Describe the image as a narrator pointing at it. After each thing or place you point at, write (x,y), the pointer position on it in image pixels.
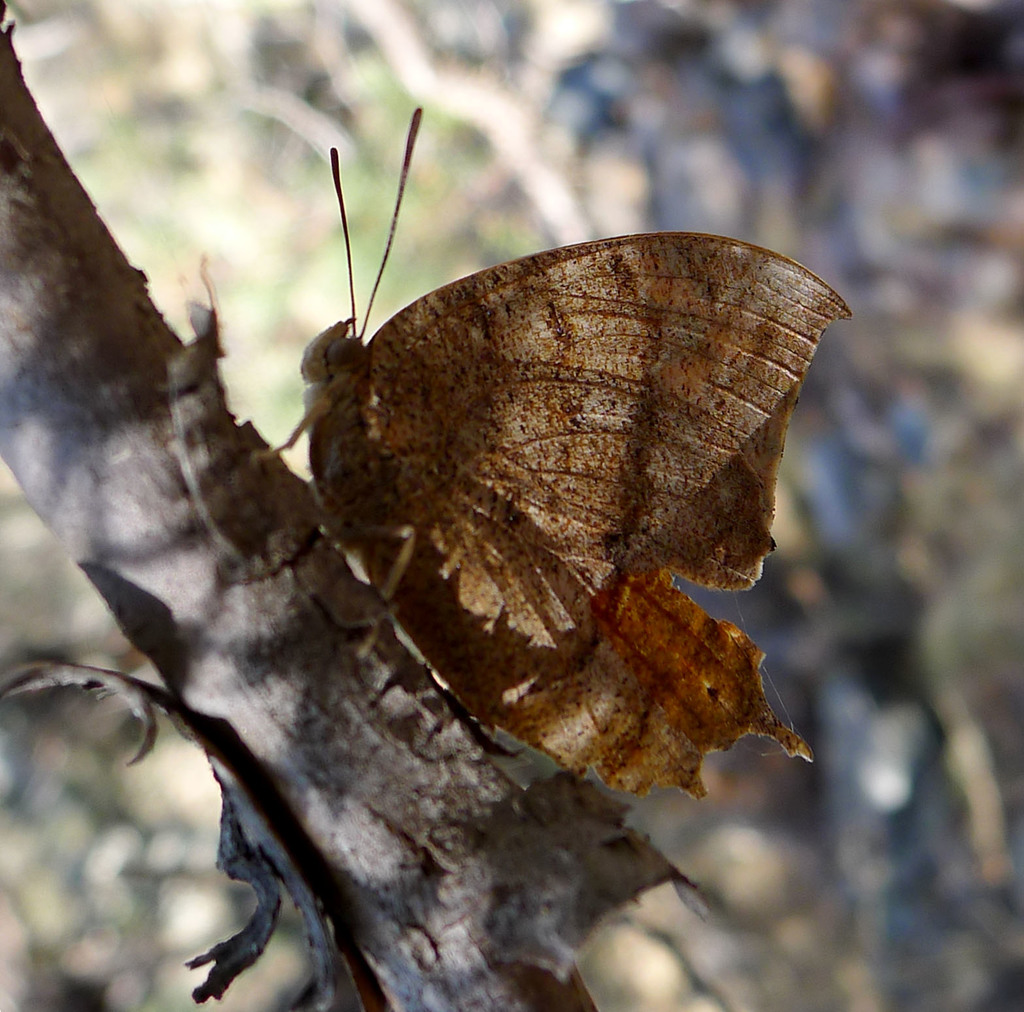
In this image we can see butterfly (323,489) on the branch (262,469) of the tree (549,843).
